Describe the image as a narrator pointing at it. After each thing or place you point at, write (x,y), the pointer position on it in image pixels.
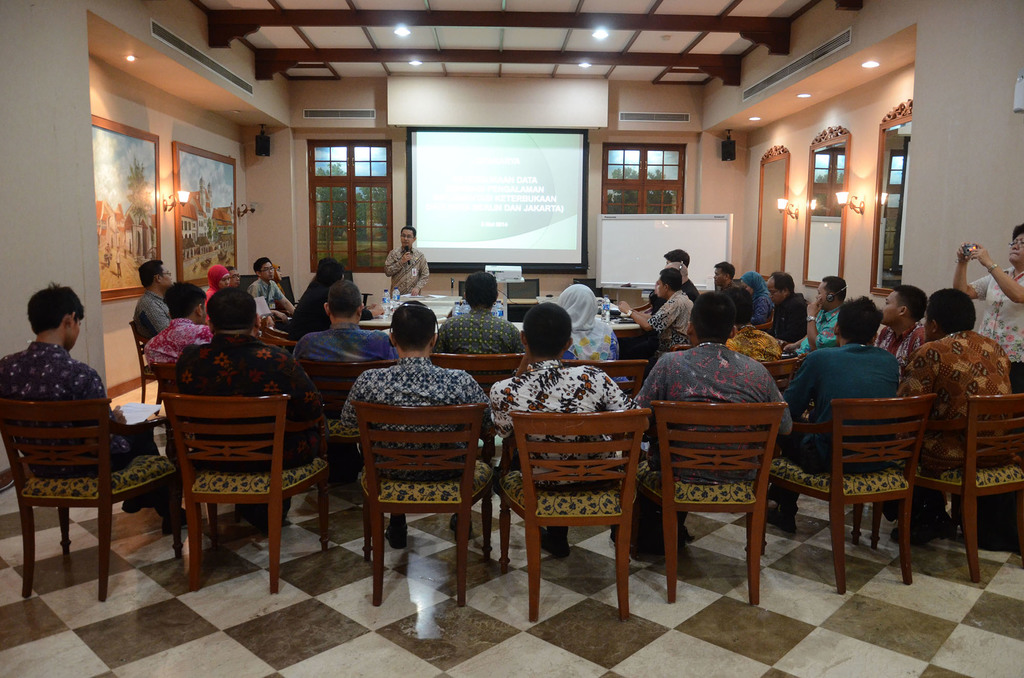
In this picture we can see man (414,281) standing holding mic (403,251) in his hand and talking and in front of him there is a group of people (507,344) sitting on chairs (713,407) here woman (996,275) taking picture with camera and in background (679,170) we can see windows (635,173), screen (439,233), light (593,32), mirrors (768,180).
